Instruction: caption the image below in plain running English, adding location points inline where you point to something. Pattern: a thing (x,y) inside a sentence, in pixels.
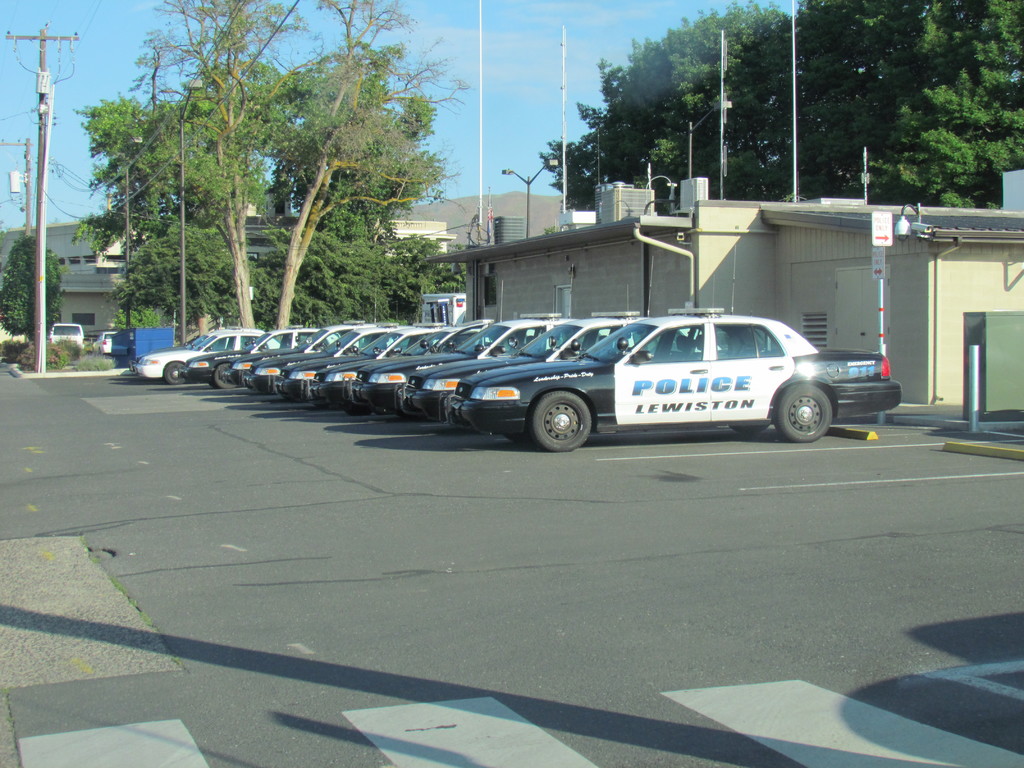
In this image, we can see vehicles (450,397) on the road (515,444) and in the background (588,173), there are trees (626,168), buildings (797,216) and poles (183,176) along with wires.
